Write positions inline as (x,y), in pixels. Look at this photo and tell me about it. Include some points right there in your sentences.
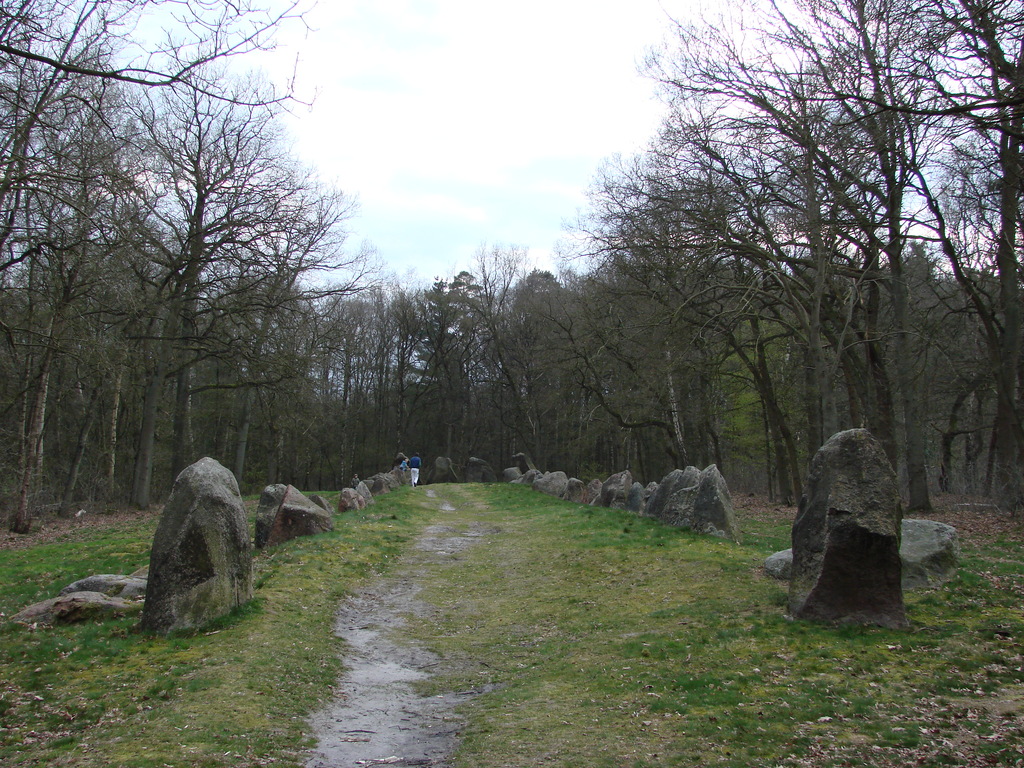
In this image, we can see people (415,482) and there are rocks (670,482) on the ground (493,714). In the background (580,351), there are trees (606,296). At the top (413,138), there is sky (385,198).
